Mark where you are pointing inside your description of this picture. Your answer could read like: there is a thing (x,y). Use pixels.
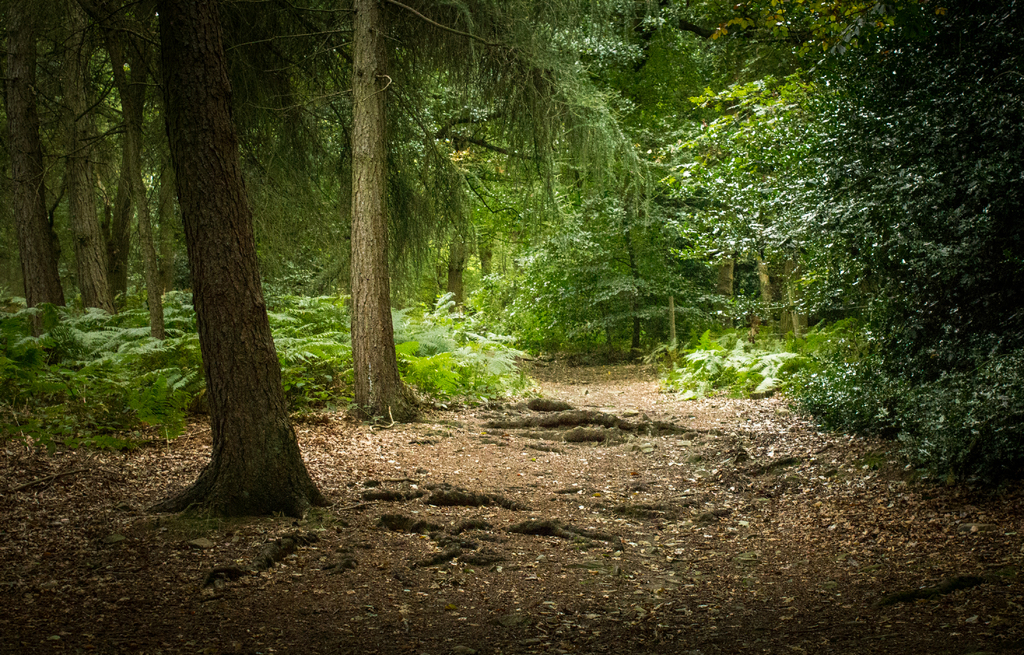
In this image, we can see some green plants (531,273) and trees (552,305).
